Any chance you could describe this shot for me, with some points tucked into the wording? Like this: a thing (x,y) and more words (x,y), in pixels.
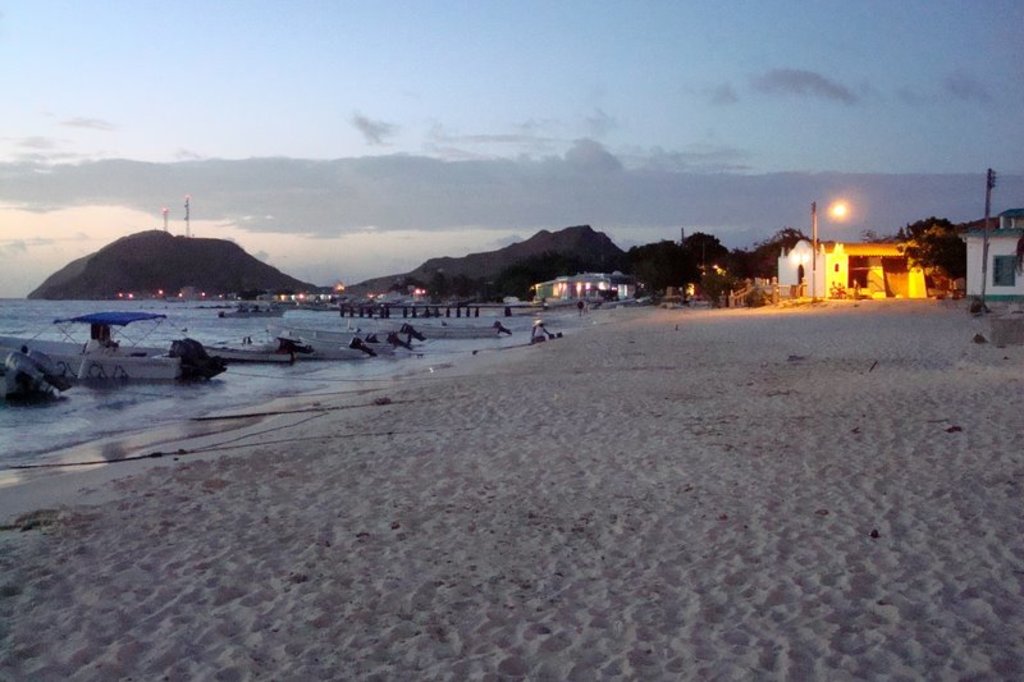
In this image we can see water (64,335), boats (66,381), sand (701,443), houses (995,257), lights (720,272), hills (211,277), sky (294,80) and clouds (430,201).
